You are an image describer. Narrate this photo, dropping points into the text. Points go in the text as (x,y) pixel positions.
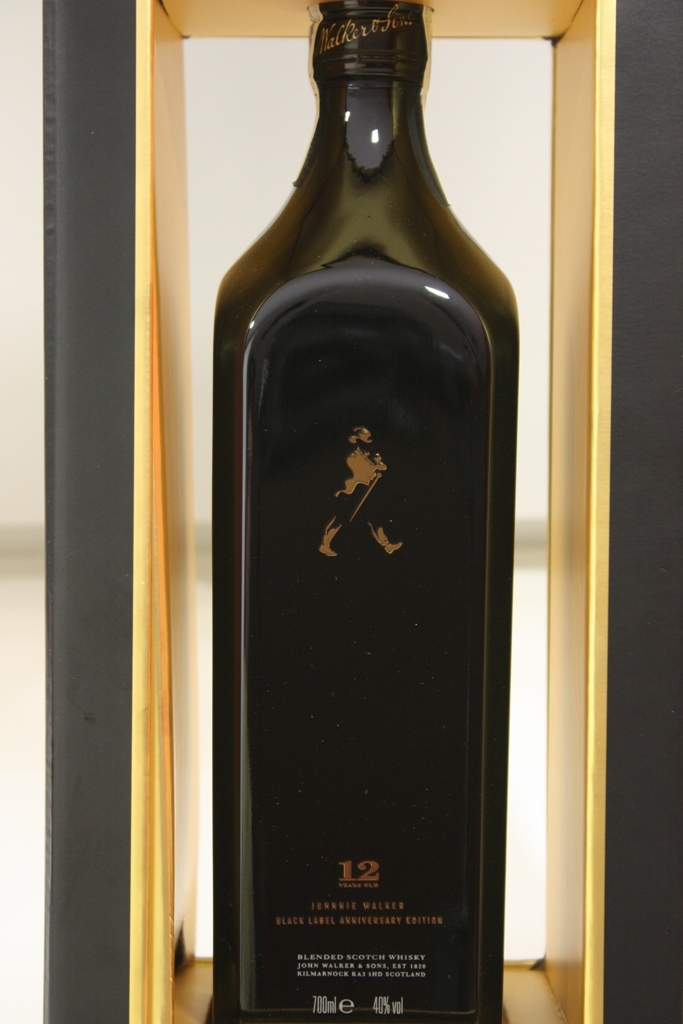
In the picture there is an alcohol bottle (342,729), it is of black color.
